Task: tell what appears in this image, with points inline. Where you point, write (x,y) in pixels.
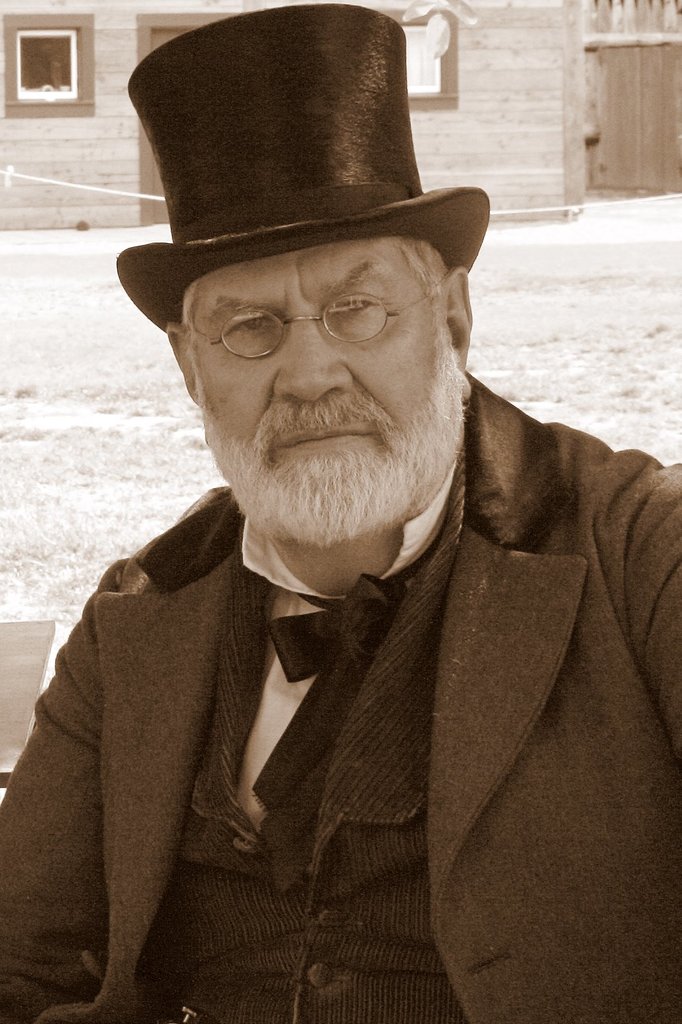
In this picture we can see a man (351,1010) wore a spectacle (243,334), cap (216,156), blazer (147,759), bow tie (303,598) and at the back of him we can see the grass (618,310), house (29,119) with windows (53,81), wall (504,83).
